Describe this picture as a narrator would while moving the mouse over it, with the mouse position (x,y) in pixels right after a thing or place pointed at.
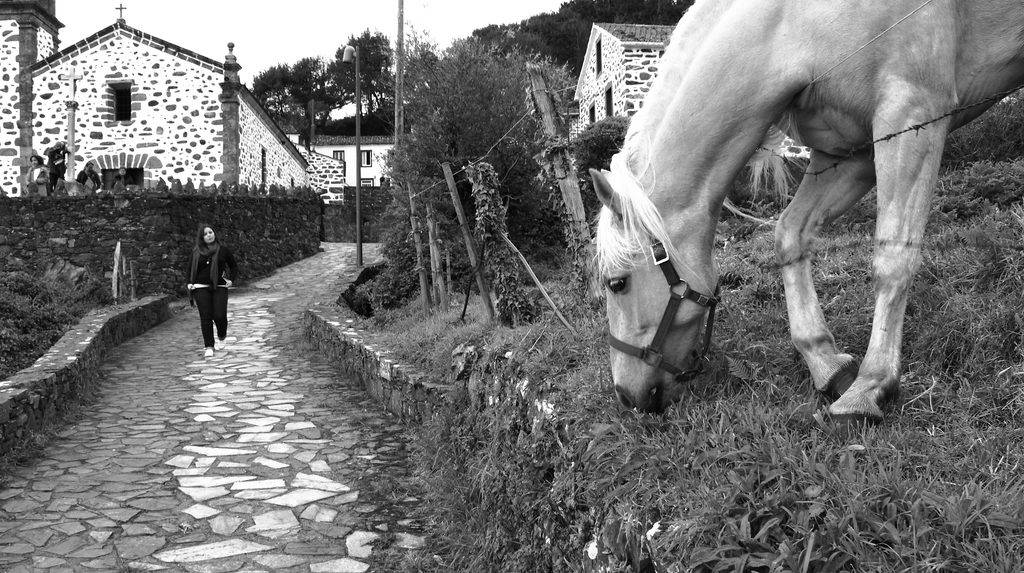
In this image a lady (198,260) is walking on the street (232,446). In the top right (757,100) there is a horse (710,201). In the background (525,137) there are buildings (11,126), trees (472,129), poles (401,124). The sky (394,68) is clear.
